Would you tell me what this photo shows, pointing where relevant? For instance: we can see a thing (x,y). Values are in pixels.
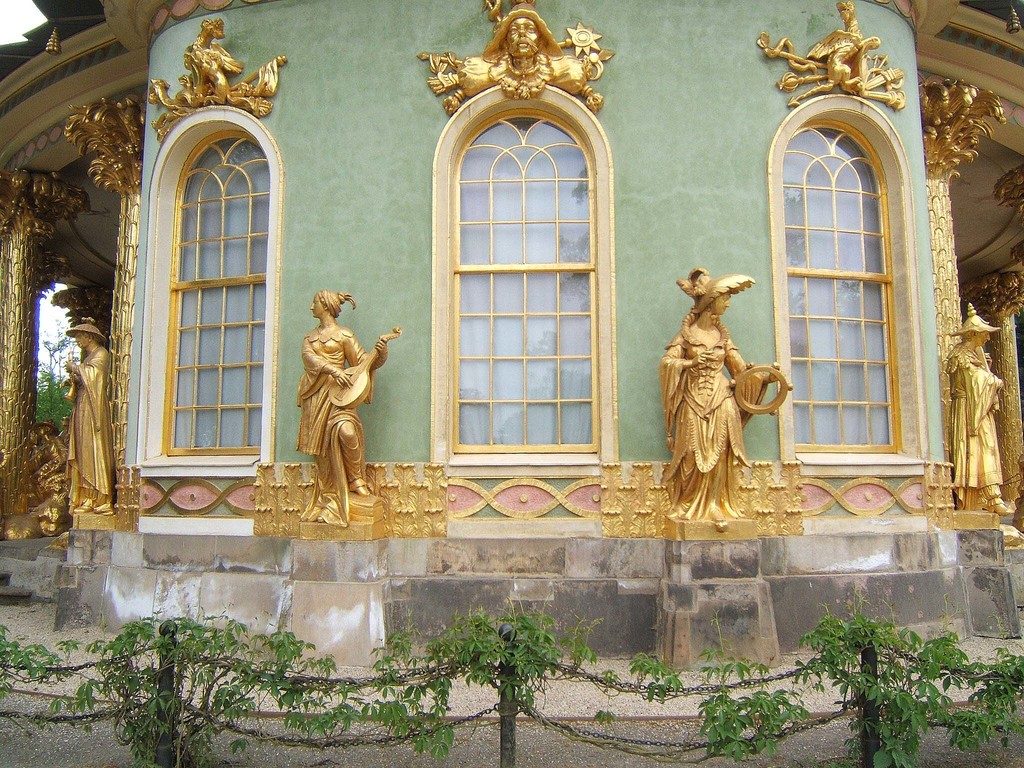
In this image we can see a building (362,329), there are some windows (242,377), pillars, statues (330,392), poles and plants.
